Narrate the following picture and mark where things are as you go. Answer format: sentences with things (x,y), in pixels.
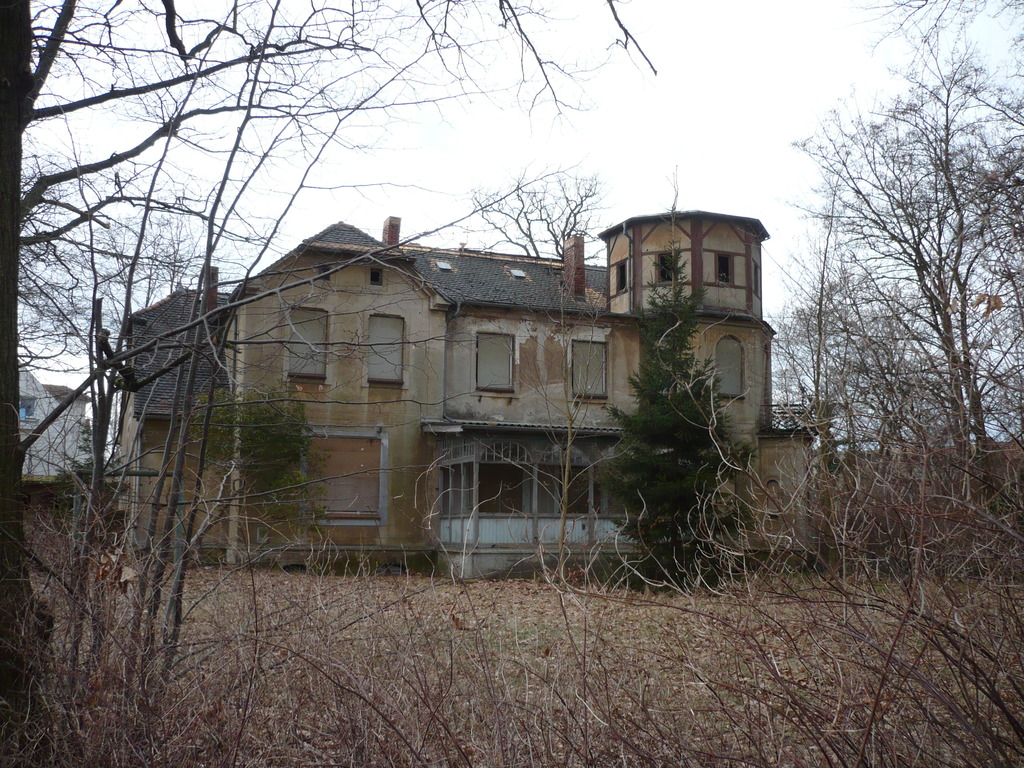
In the image we can see in front (745,663) there are dry grass (489,654) and plants (324,613). Behind there is a building (561,407) and there are lot of trees (173,410).
